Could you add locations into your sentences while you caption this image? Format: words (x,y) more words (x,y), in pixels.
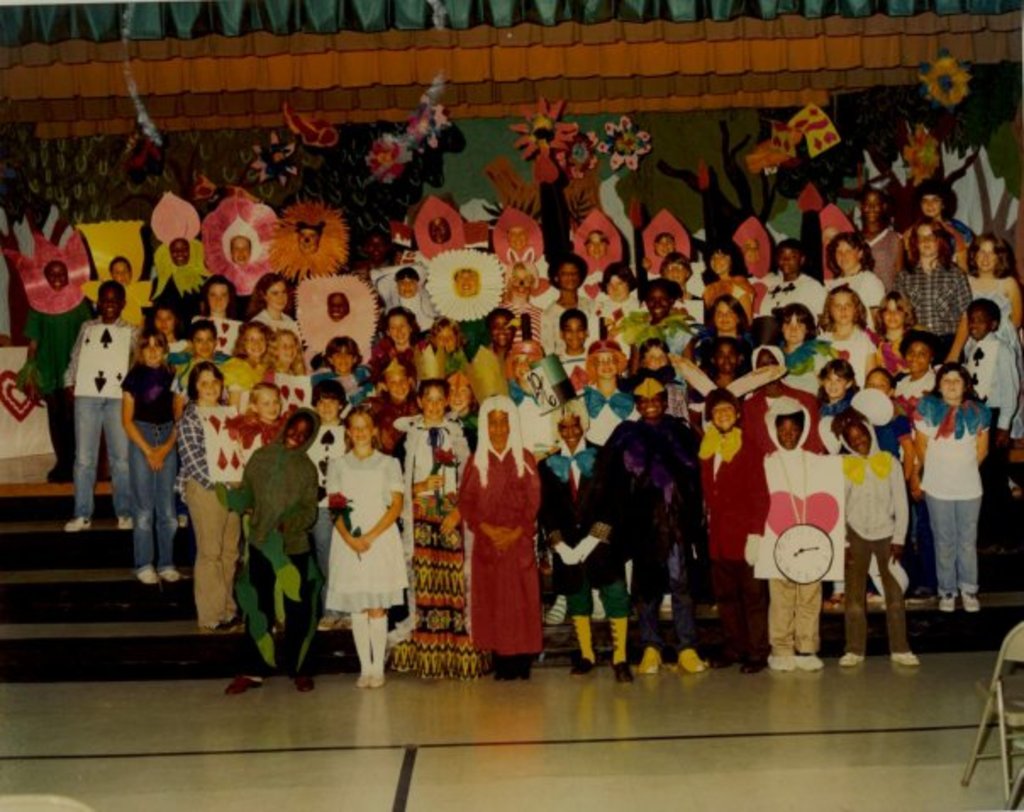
In this image we can see some group of persons (481,418) wearing different costumes (448,614) standing in a row for a photograph and in the background of the image (475,154) there is a wall (195,165) on which there are some paintings (527,126) attached.
